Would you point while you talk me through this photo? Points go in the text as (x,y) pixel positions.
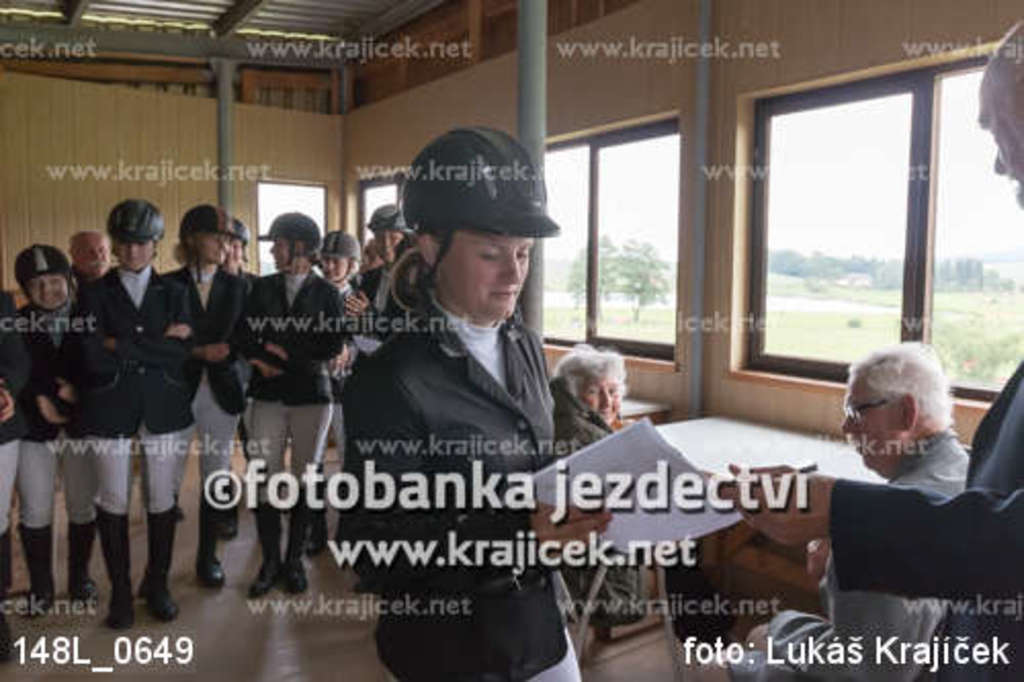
In this image there are group of people (303,314) who are wearing helmets (134,238), and there are some tables (769,439) and chairs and there are two people (576,403) sitting. And in the foreground (630,523) there is one woman (498,302) who is wearing a helmet (491,170), and holding papers (641,470) and there is text (416,497) in the foreground (645,486). In the background (214,197) there are some poles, windows (970,259), wall (622,44), and through the windows (983,283) we could see some trees (888,280), grass (847,359) and sky (975,141).
